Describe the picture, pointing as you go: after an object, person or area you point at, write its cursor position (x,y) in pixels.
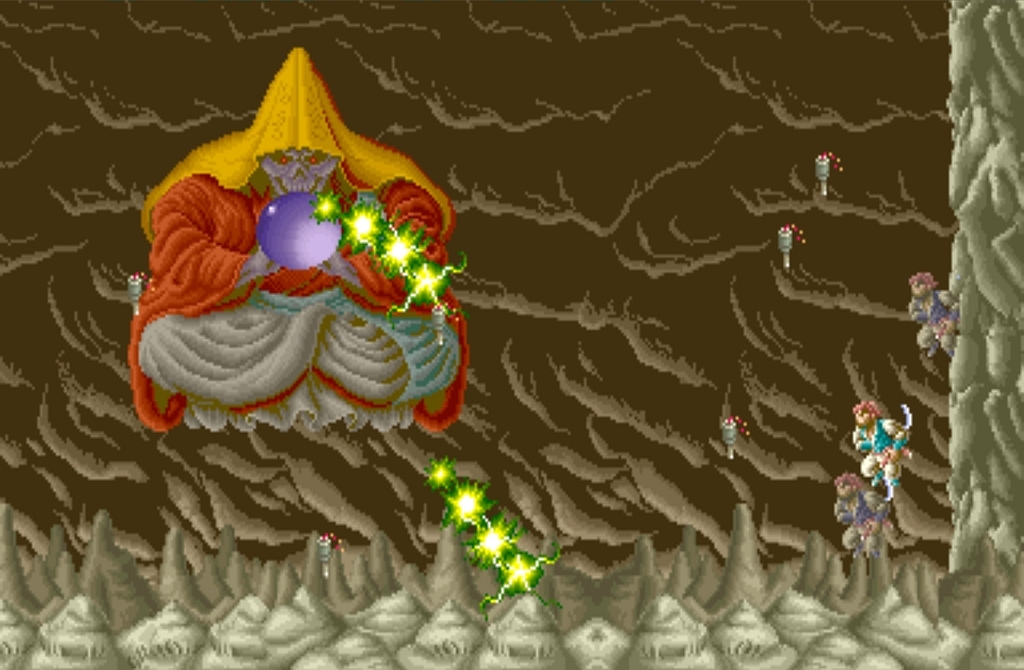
In this image we can see a painting (468,380) of some persons (882,518), balls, lights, and some other objects (380,581).
